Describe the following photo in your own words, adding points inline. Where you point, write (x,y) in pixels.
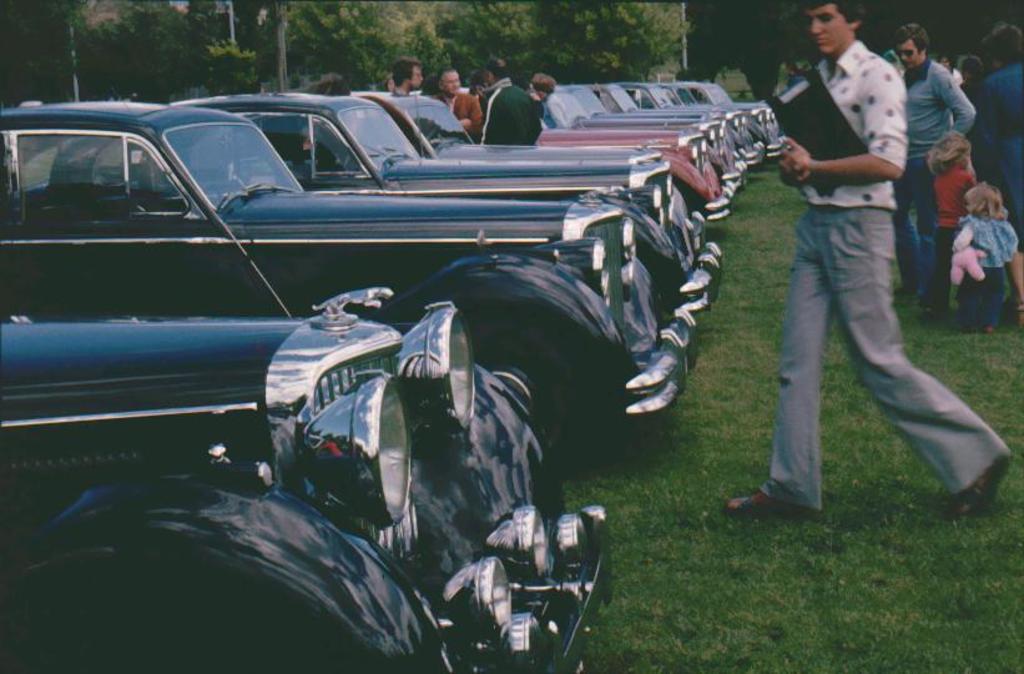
In the foreground (775,424) I can see fleets of cars (272,102) on the ground (758,444) and a crowd (878,266). In the background (641,41) I can see trees (626,81), poles (284,69). This image is taken on the ground (739,296).
